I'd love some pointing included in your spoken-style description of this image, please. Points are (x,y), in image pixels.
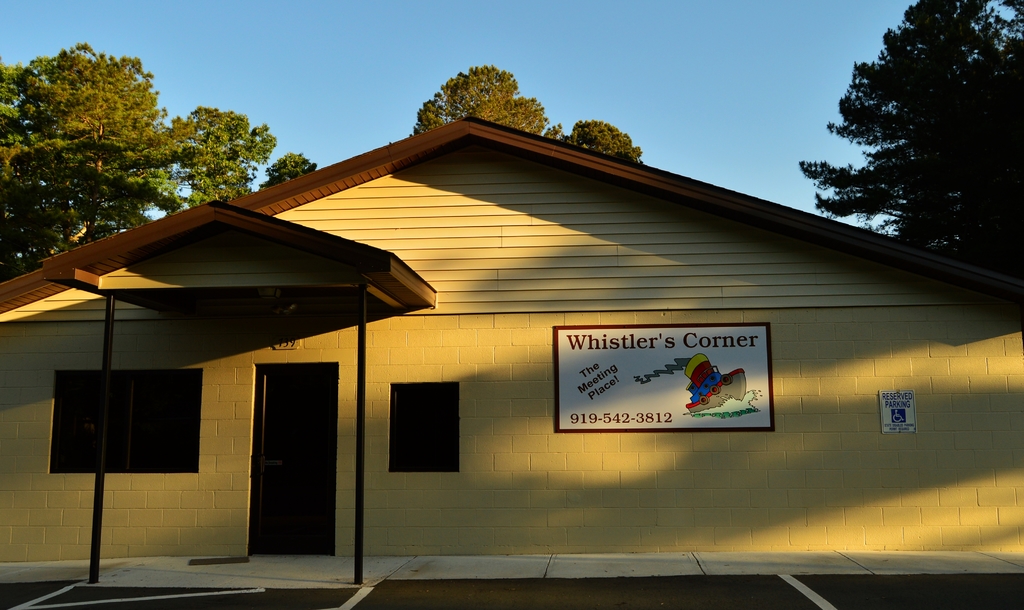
In this image in the center (590,401) there is a house (518,378) and on the wall (864,423) of the house (821,416) there are boards (772,412) with some text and numbers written on it. In the background (641,147) there are trees (933,137) and in front of the house (274,318) there is a shelter (228,289) and there are poles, there is a road (669,596) and at the top (519,87) there is sky (567,89).
